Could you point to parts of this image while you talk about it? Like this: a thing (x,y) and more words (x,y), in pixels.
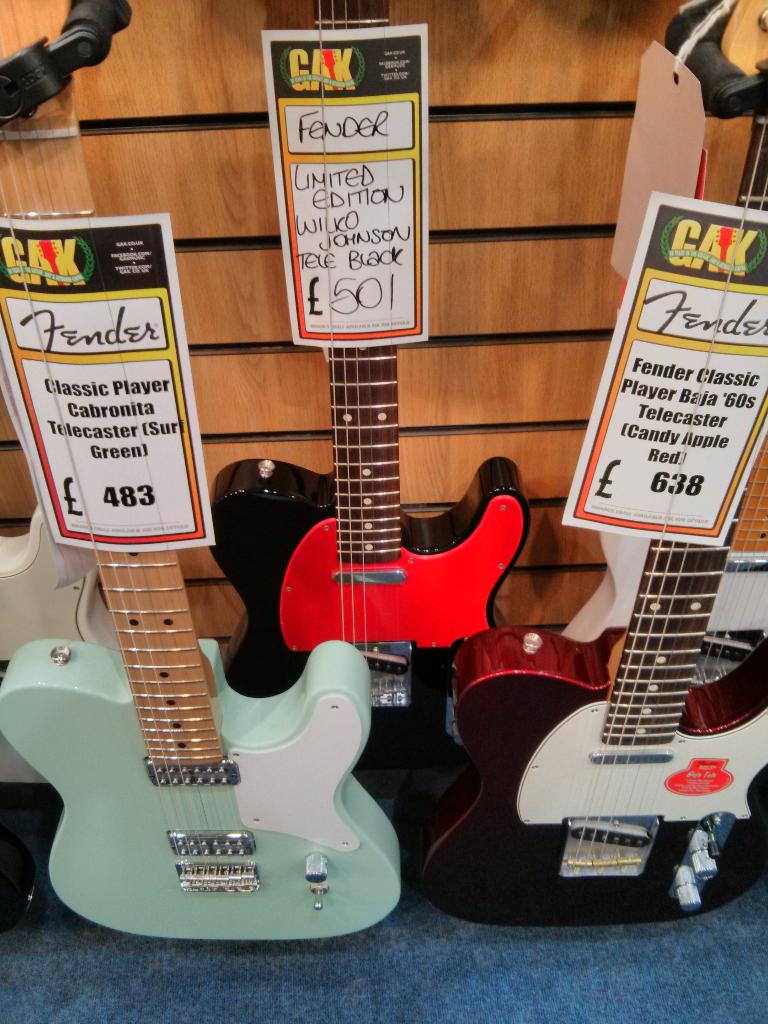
We can see guitars (337,792) on the floor (260,941).
